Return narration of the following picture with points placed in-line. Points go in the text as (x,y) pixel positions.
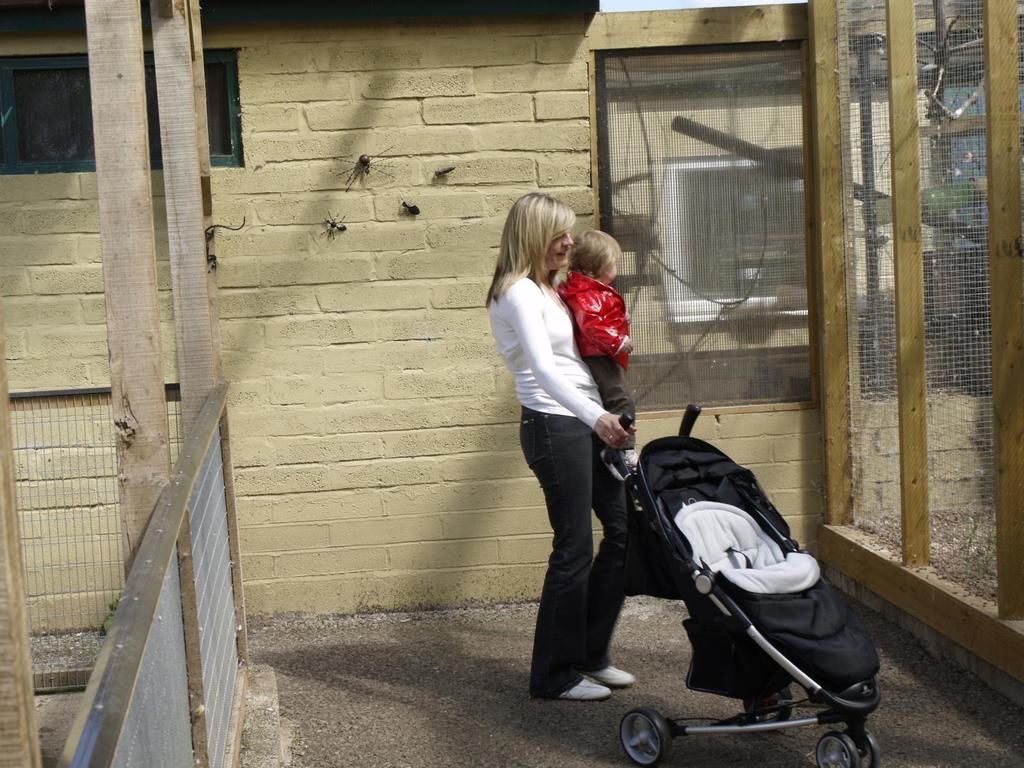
In this image there is a lady (603,426) holding a baby (592,316). She is holding the handle (628,431) of a stroller (744,616). These are net boundaries (948,322). In the background (336,225) there are spiders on the wall (500,158).
